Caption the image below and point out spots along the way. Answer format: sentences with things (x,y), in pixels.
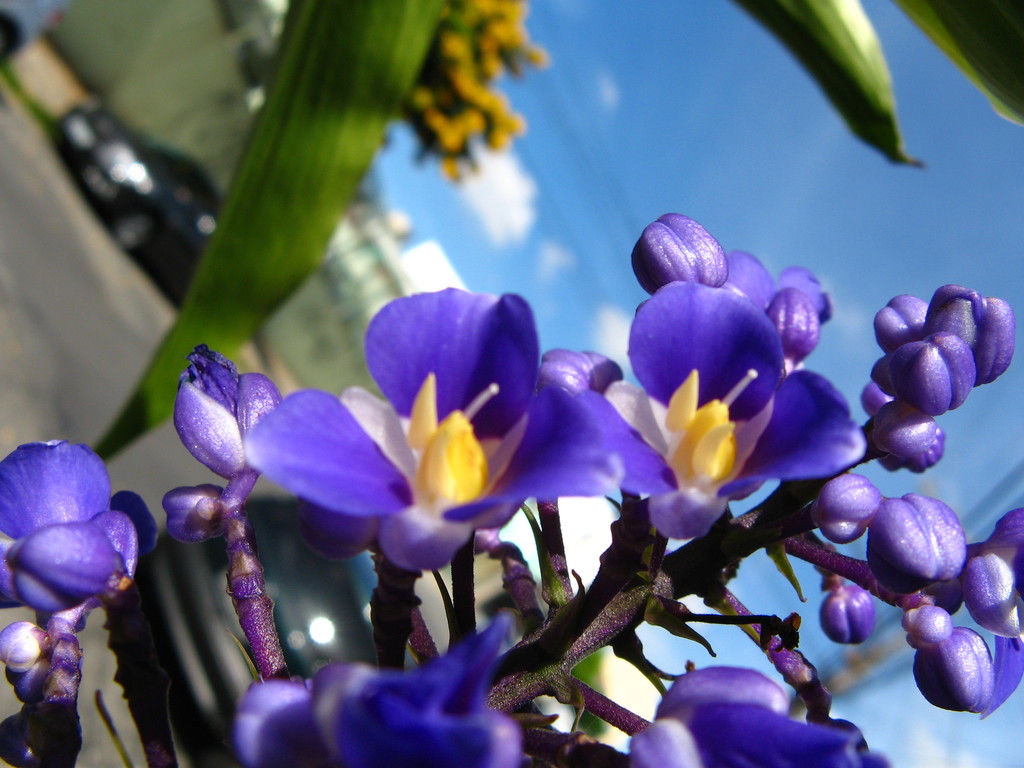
In this image we can see flowers (103,545) to a plant (222,315). In the background (143,221) there are motor vehicles (130,219) on the road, buildings (363,254) and sky (535,140) with clouds (498,185).
